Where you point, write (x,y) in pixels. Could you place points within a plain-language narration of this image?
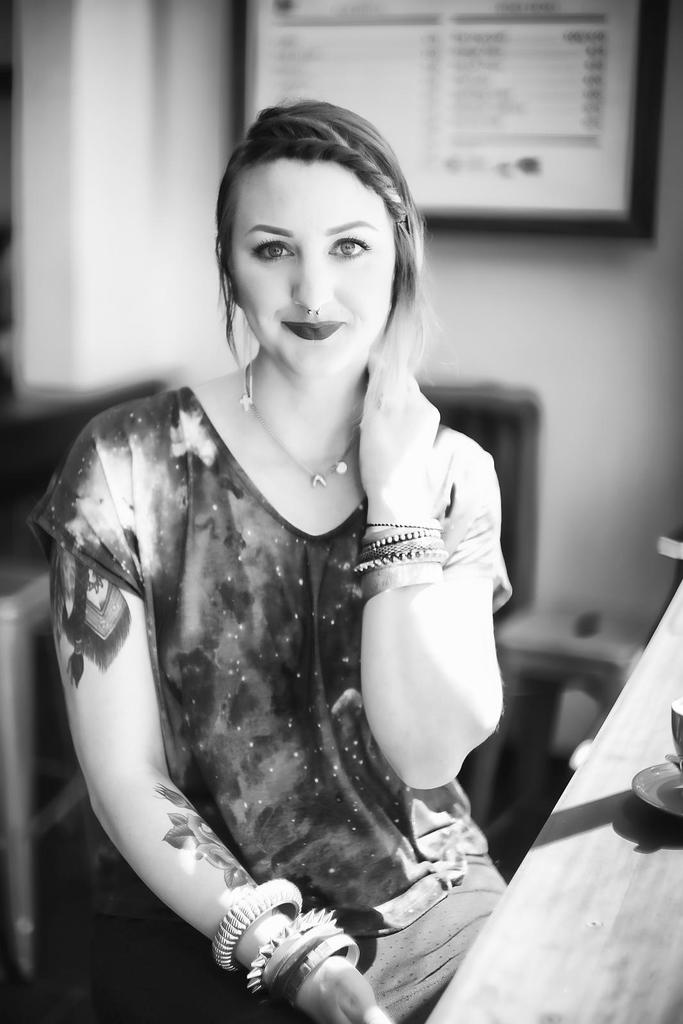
This image consists of a woman (167,583) sitting in a chair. She is wearing bracelets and there is a tattoo (160,791) on her hand (237,879). On the right (576,975), there is a table (586,944) on which a cup (679,722) and saucer (646,771) are kept. In the background (448,155), we can see a board (543,83) hanged on the wall (200,336).
